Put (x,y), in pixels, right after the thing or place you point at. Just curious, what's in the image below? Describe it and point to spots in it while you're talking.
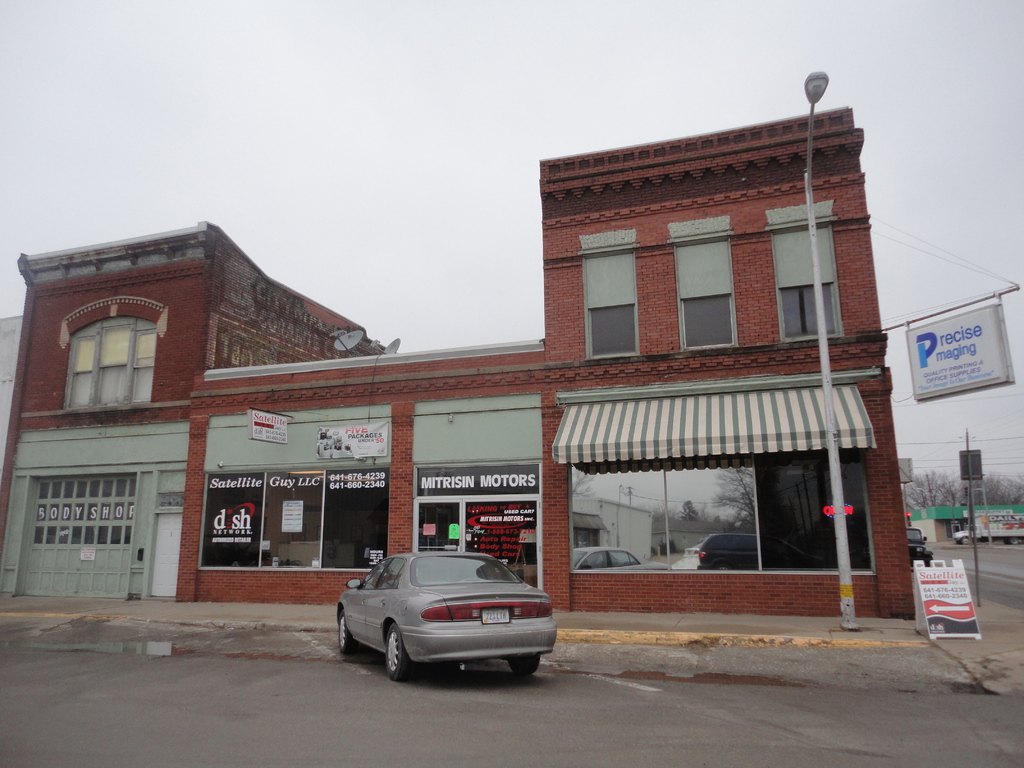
In this image we can see a building (417,359). Image also consists of a light pole (810,151), sign board (936,578) and also informational board (951,578). We can also see a car (510,617). At the top (220,60) there is sky (301,102) and at the bottom (274,689) there is road (349,685).
